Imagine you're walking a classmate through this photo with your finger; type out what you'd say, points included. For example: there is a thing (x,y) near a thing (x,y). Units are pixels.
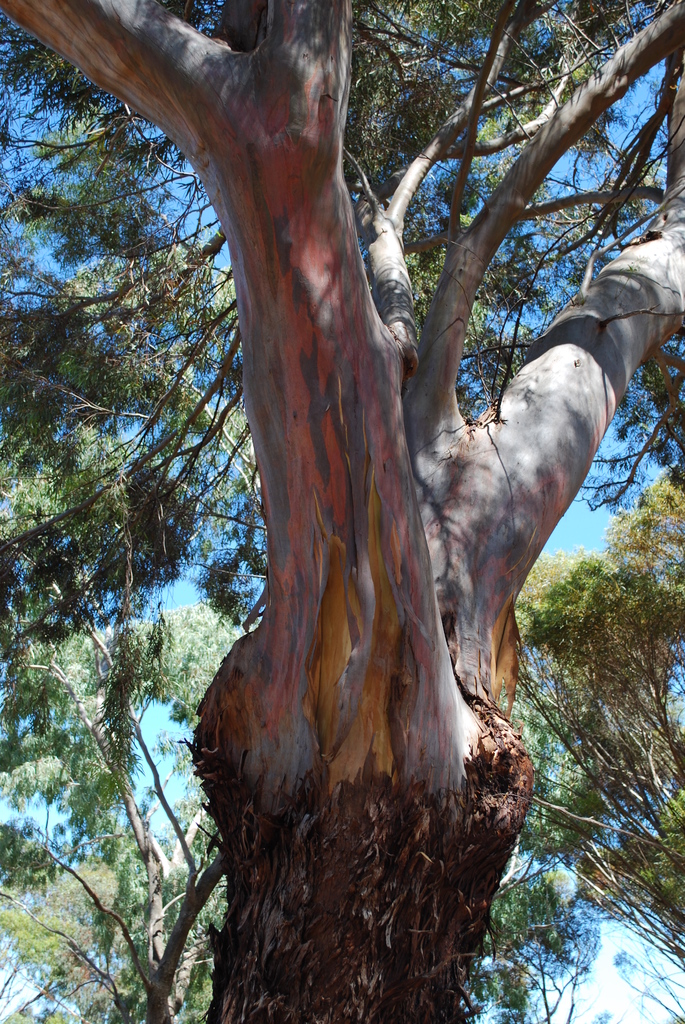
In this image we can see the branches (444,361) of a tree (400,546) with leaves (55,454). In the background (192,959), we can see a group of trees (564,951) and the sky (600,973).
